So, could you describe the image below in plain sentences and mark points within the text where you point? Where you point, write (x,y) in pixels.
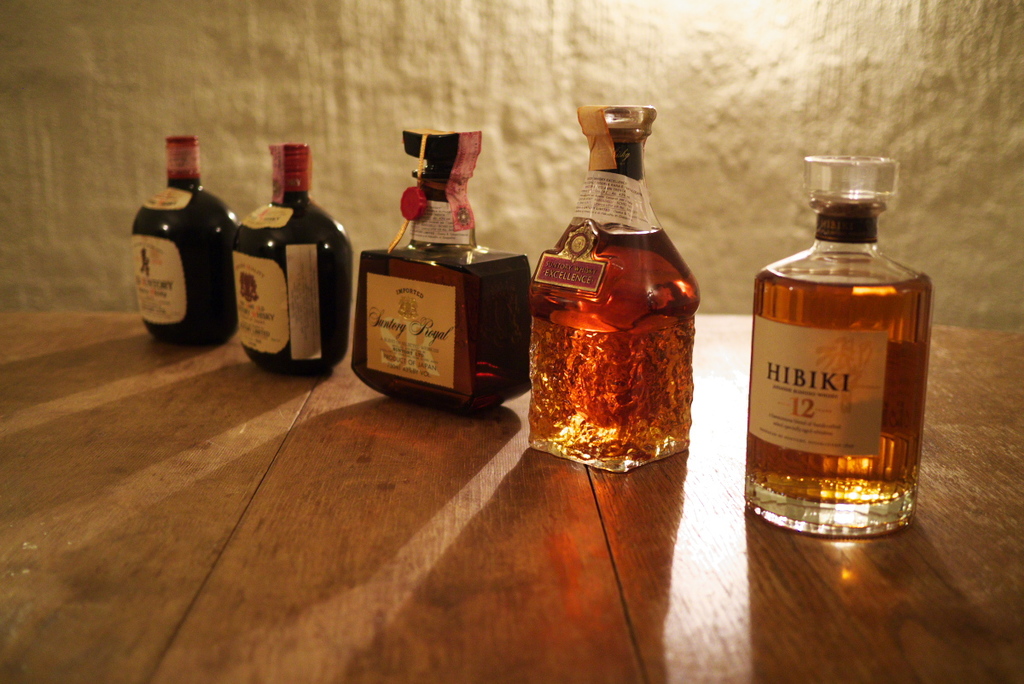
This image is taken in indoors. At the bottom of the image (329,553) there is a table (242,527) and there were few bottles (759,299) on it with whisky (587,340). At the background (308,87) there is a wall (485,85).
